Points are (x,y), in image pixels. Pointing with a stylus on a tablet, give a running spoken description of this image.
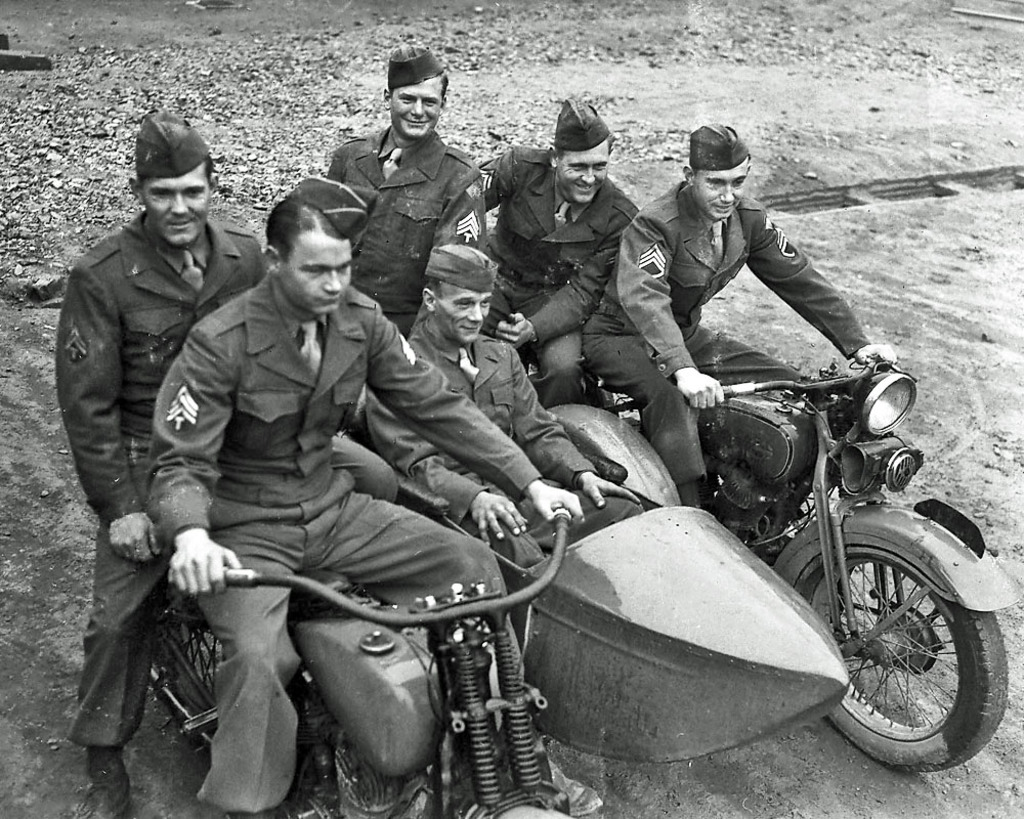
This is black & white picture. We can see men (342,506) on and around bikes (860,539) and most smiling. This is a road (566,72).
